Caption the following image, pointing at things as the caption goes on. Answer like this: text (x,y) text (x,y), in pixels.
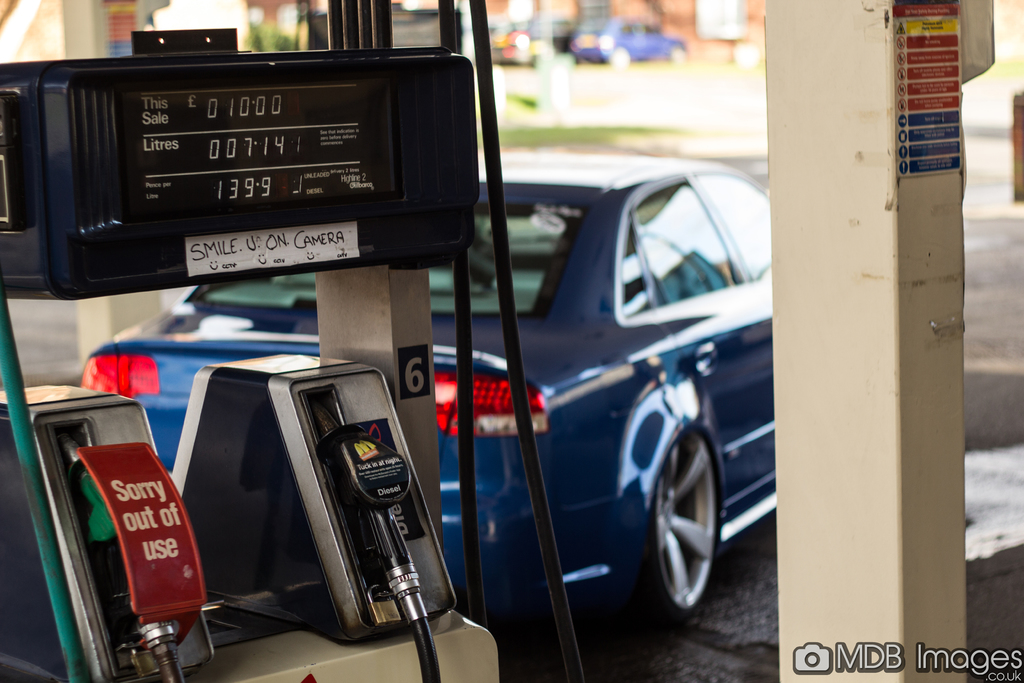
In the foreground of this image (338,532), there is a fuel dispensing machine (245,103). On the right (899,382), there is a pillar (909,641) and a water mark (919,658) at the bottom (977,658). In the background (674,303), there is a car (684,362) on the ground (752,556) and the top side of the image (664,24) is blur.
